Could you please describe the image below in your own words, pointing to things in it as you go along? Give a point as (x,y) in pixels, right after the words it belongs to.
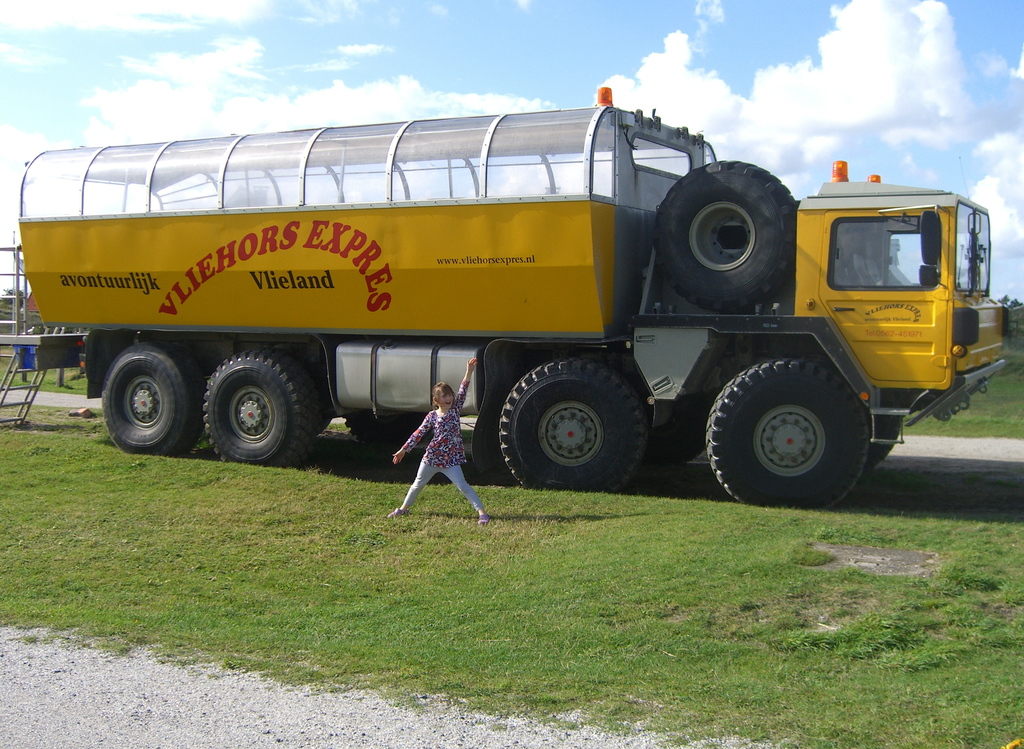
In the center of the image (514,318), we can see a vehicle (111,302) on the ground (629,538) and there is a kid (450,385). At the top (574,76), there are clouds (721,98) in the sky (794,189).
